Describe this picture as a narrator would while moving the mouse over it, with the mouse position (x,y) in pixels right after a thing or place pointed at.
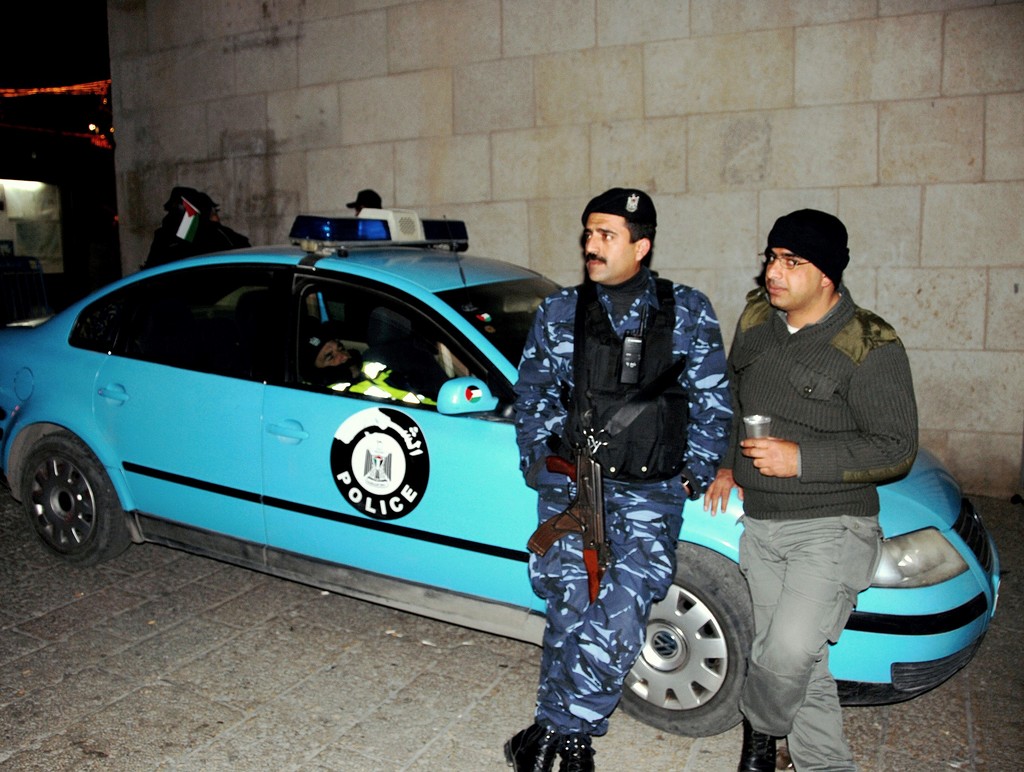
Here we can see two persons (786,347) are standing on the floor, and at back (326,362) here is the car (477,315) and person (343,356) in it, and here is the wall (502,129).
